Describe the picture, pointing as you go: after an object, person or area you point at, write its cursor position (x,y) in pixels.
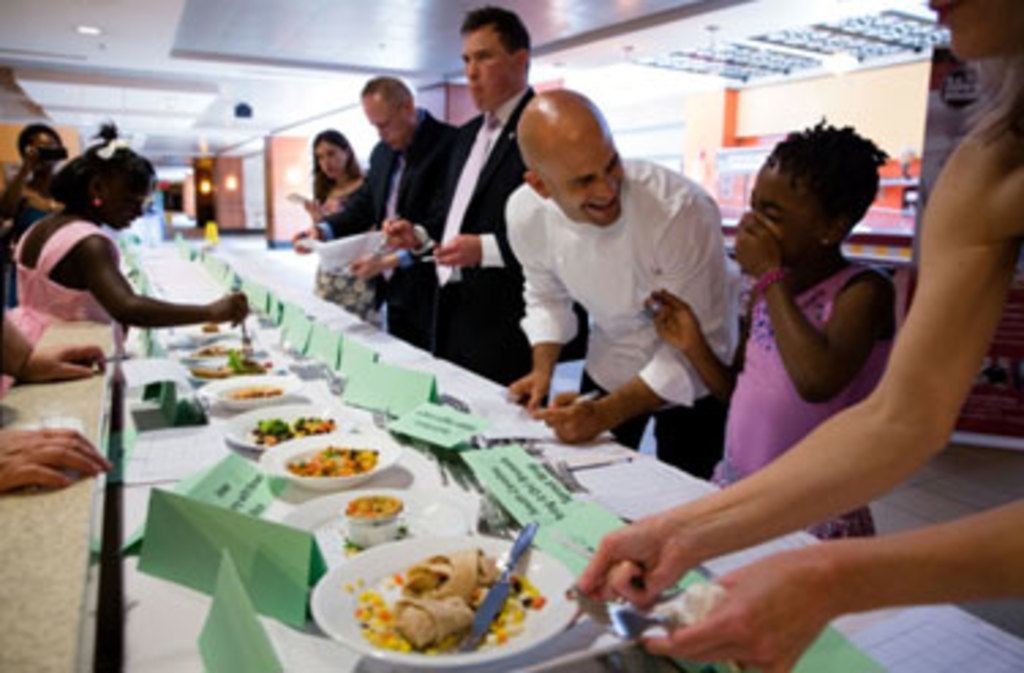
In this image, we can see a table (325,651), on that table (197,291), we can see some plates (374,643) and there are some food items (389,632) on the plates (423,665). We can see some name tags (411,391) on the table (457,489).
